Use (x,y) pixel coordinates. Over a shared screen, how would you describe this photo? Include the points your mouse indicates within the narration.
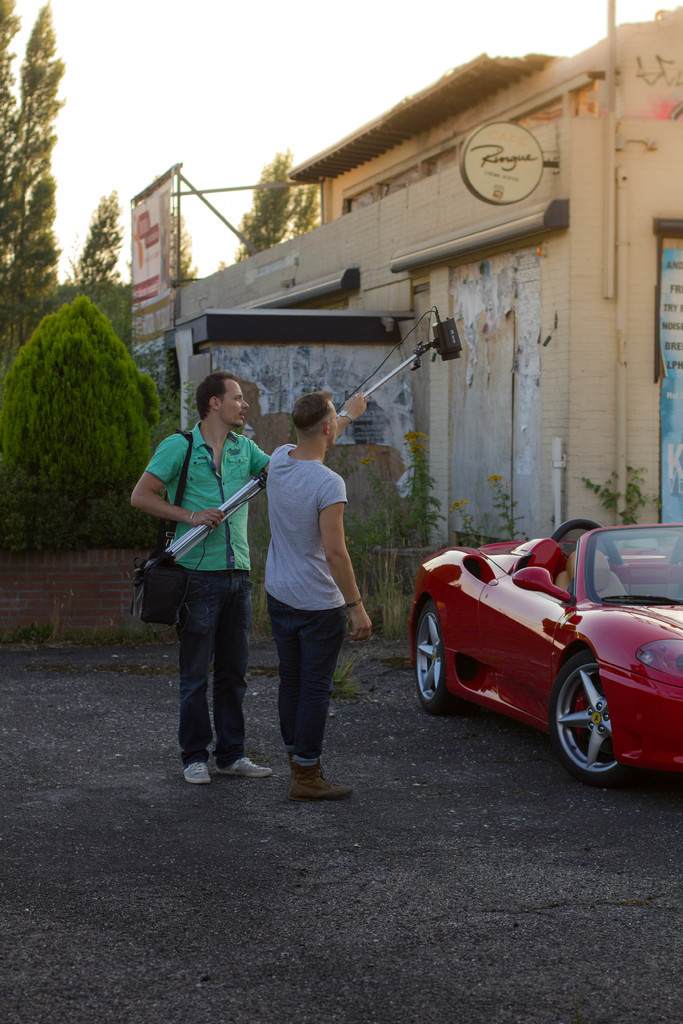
In this image, we can see two people (275,582) are standing and holding a rod (249,492) with camera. Here a person (177,480) is carrying a bag (178,582). Background (635,275) we can see house (476,303), walls (479,437), trees (1,426), plants (8,486), pipes (178,240), banners (153,277). Right side of the image (596,559), we can see a car (596,629). Top of the image (222,111), there is a sky (204,118).
